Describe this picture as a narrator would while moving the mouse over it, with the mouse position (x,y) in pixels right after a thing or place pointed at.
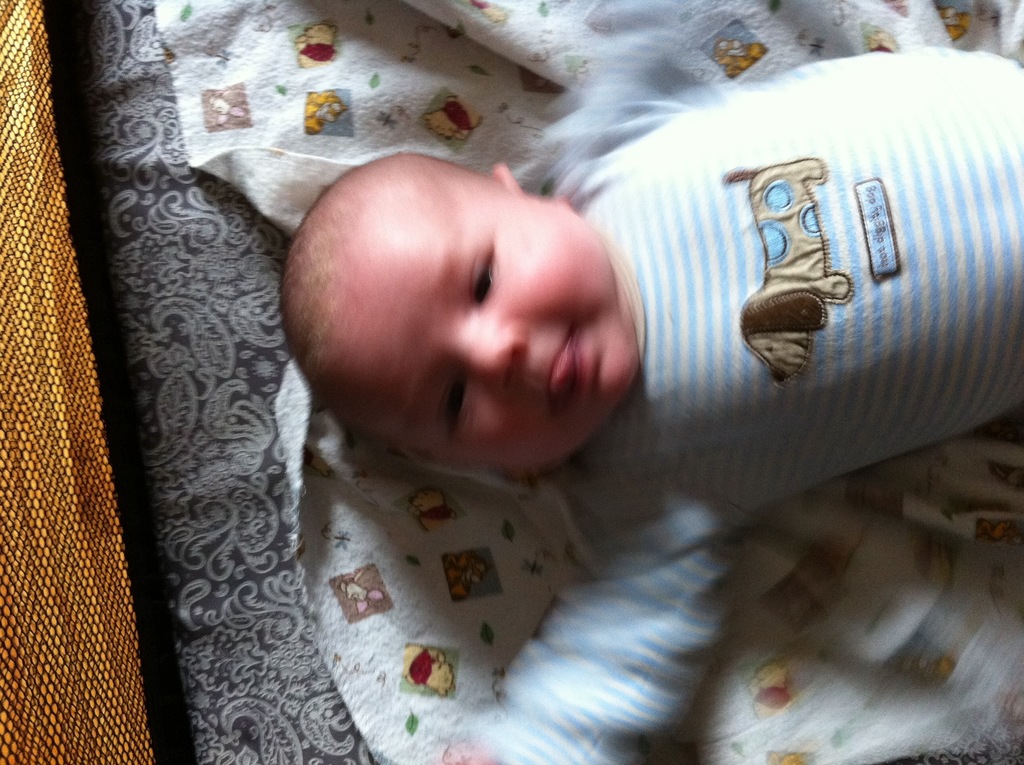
In this image there is a kid (769,323) laying on the bed (962,763). On the left side (76,392) there is an object (22,404) which is golden in colour.
